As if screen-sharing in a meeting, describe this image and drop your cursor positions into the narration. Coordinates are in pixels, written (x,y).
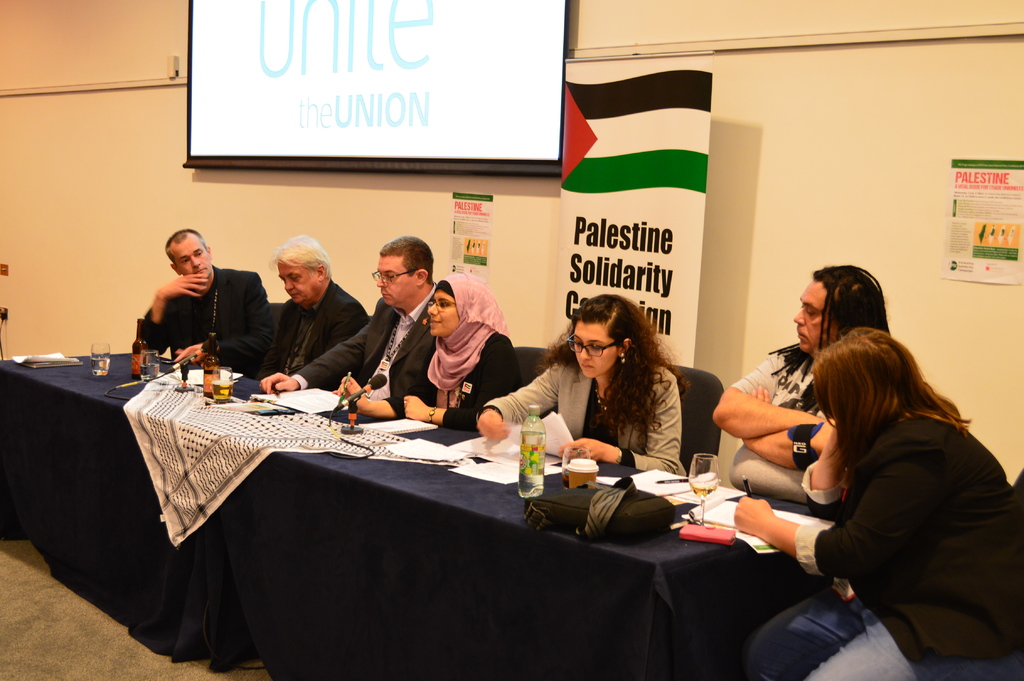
In this image there are a few people (740,454) sitting on the chairs (696,430), in front of them there is a table (468,550). On the table (462,531) there is a mic (178,367), glasses (222,393), water bottle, papers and some other objects (549,527). In the background (442,152) there is a screen (476,83) and some posters (488,239) hanging on the wall (624,22) and there is a banner (602,219).
